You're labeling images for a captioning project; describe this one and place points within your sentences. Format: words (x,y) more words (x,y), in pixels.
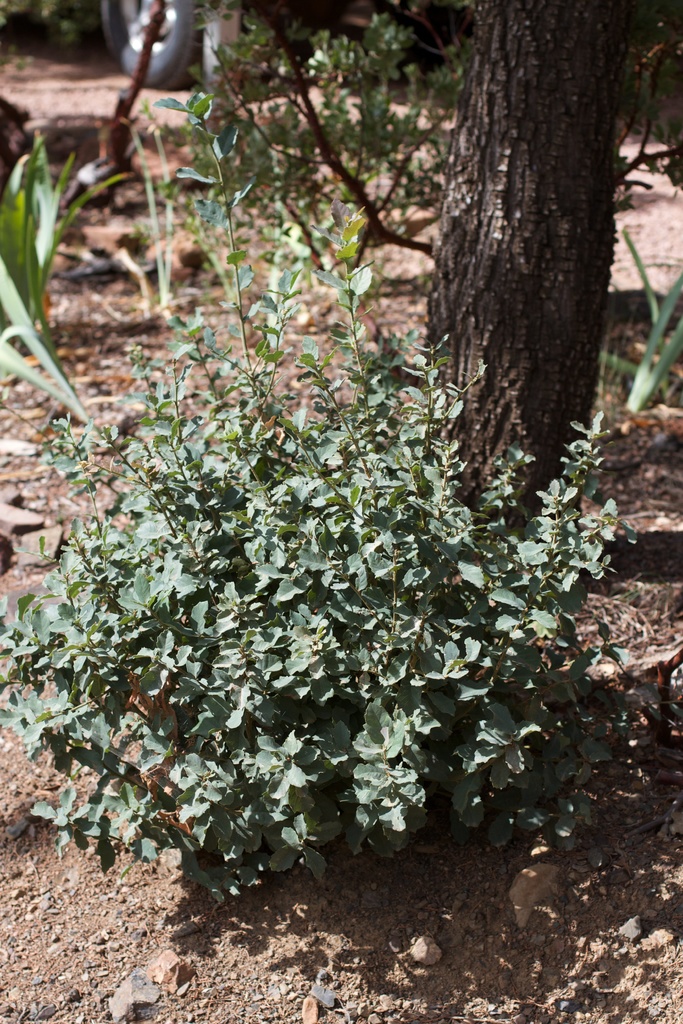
In front of the picture, we see a plant (357,718). Behind that, we see the stem (538,257) of the tree (483,329) and the plants (267,42). At the bottom (318,917), we see the soil (464,952). In the background (103,15), we see a vehicle (166,46). This picture is blurred in the background (368,135).
